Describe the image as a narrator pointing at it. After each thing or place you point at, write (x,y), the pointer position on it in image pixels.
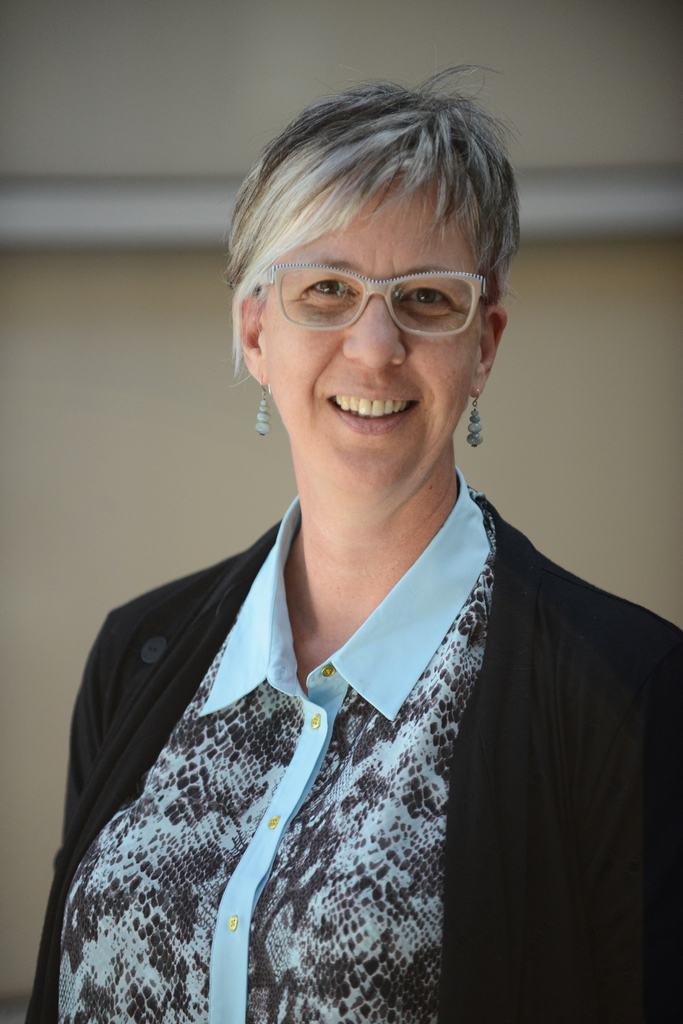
In this image we can see a lady (247,627) is standing and smiling, she is wearing blue shirt (264,859), black coat (534,790) and specs (305,303).
